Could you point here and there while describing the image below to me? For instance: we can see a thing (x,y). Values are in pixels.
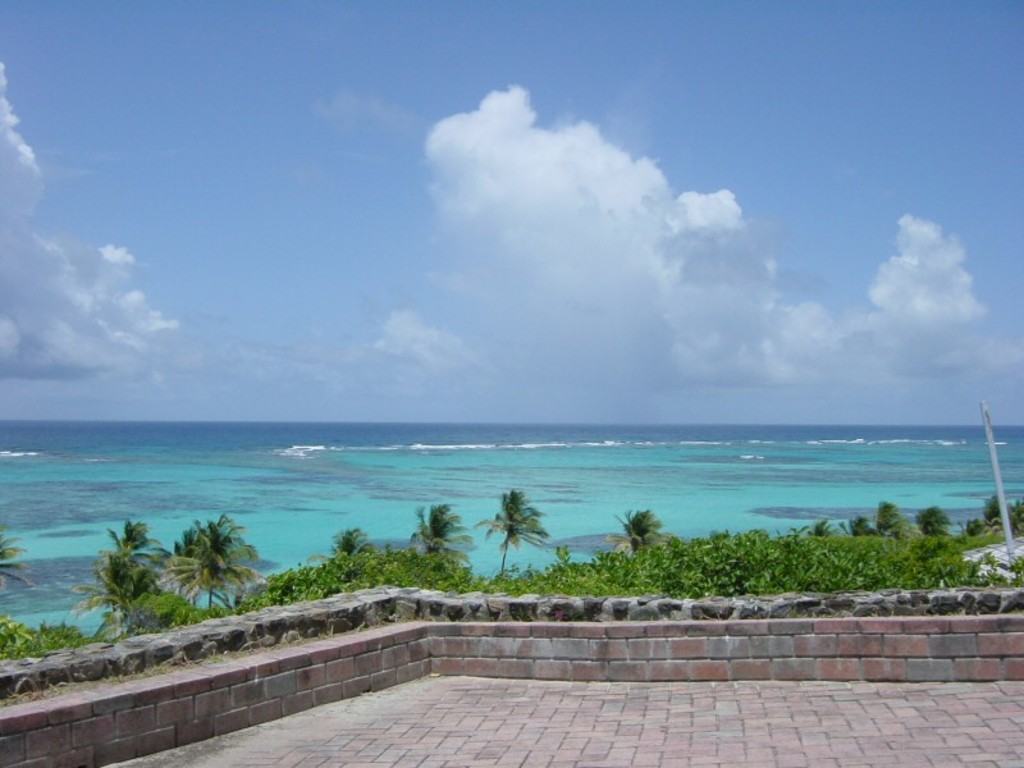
In this image we can see sky (487,287) with clouds (595,298), sea (480,434), coconut trees (89,587), poles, pavement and floor (850,715).
